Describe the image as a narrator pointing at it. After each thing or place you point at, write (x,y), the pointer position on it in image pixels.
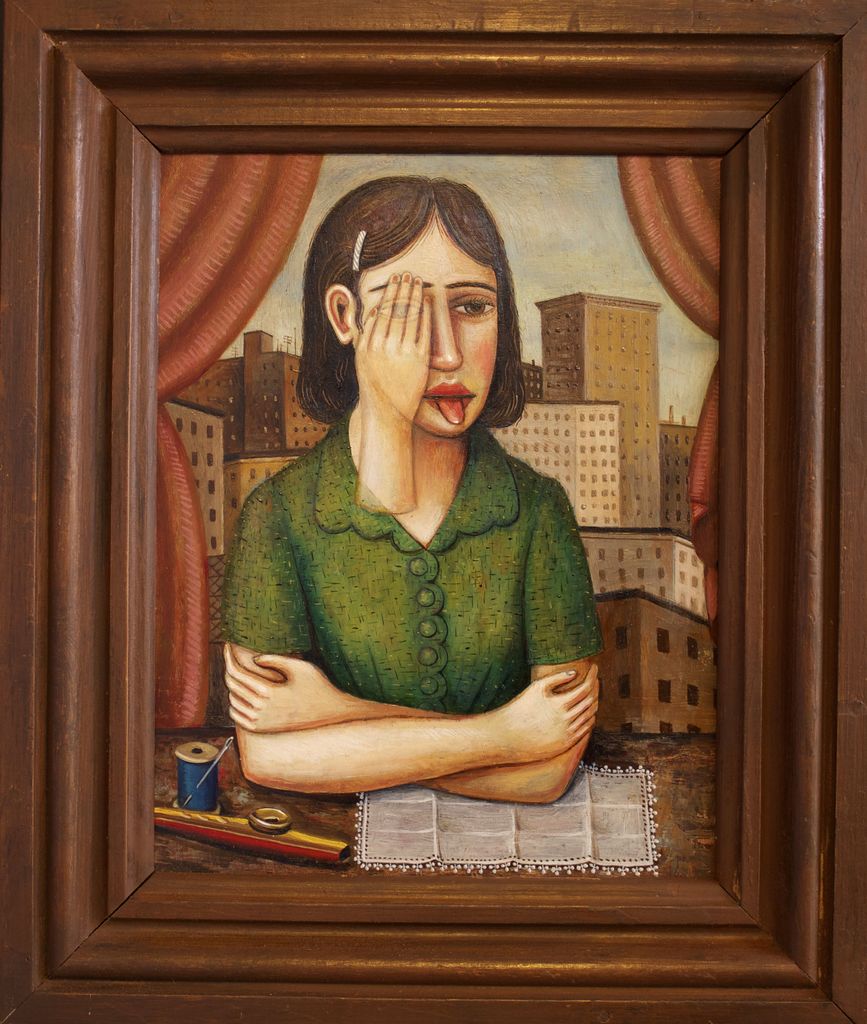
In this image we can see painting (434,631) of a lady person (499,580) who is wearing green color dress (452,538) there is hand (390,343) to her face (401,378) there is cloth (484,851) and needle-thread (203,804) in front of her and in the background of the image (297,427) there are some buildings (307,423).
